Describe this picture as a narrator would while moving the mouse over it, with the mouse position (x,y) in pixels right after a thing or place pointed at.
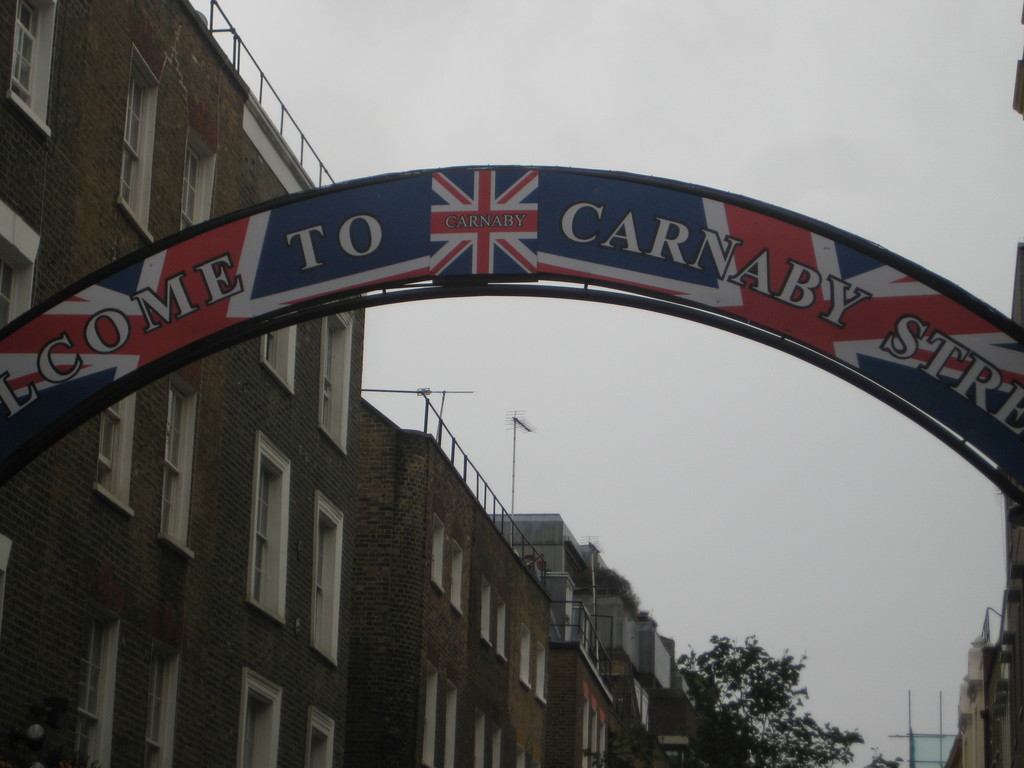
In this image I can see an arch (205,249) which is red, blue and white in color. I can see few buildings (356,554) on both side of the arch (1023,393) which are brown and white in color, few trees (774,700), few windows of the building (536,532). In the background (609,437) I can see the sky (633,107).
